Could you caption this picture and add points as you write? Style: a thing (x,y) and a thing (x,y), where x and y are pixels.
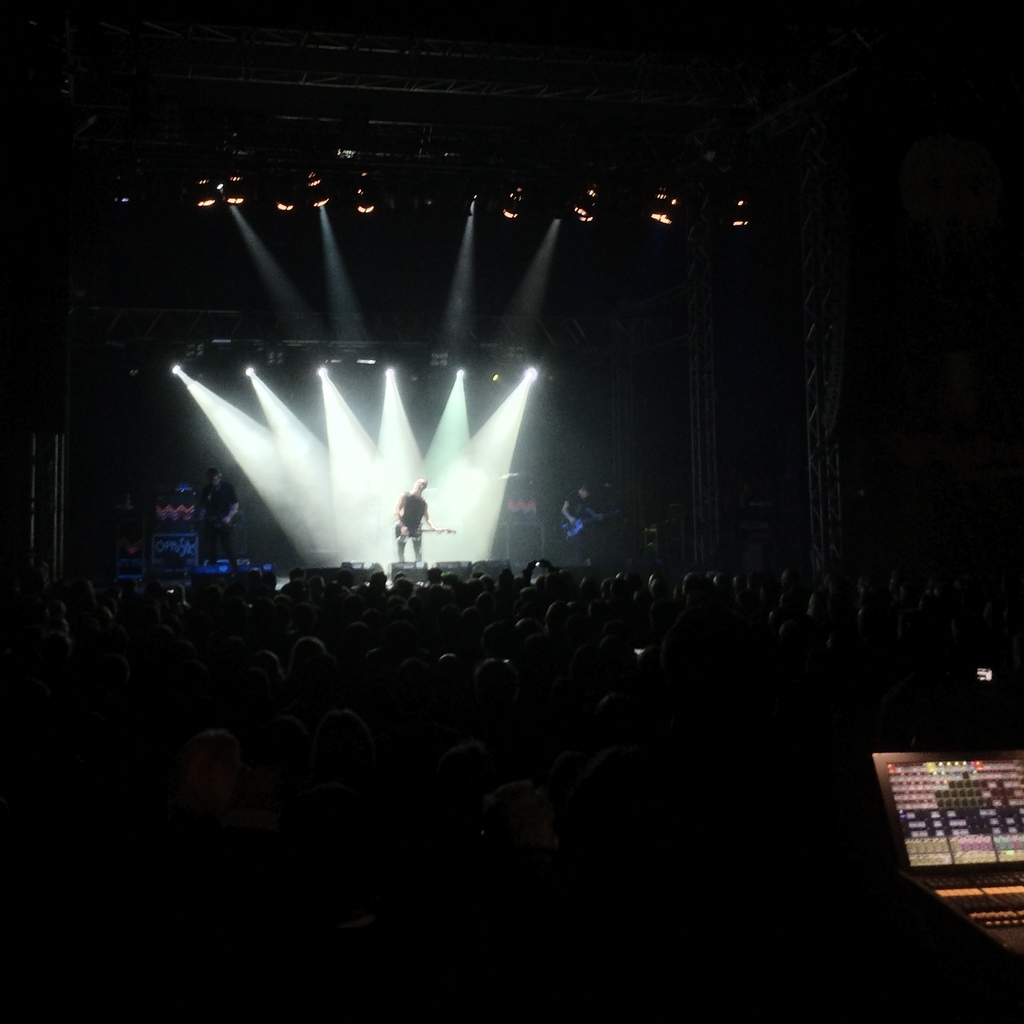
In the picture there is a stage (478,353), on the stage (411,416) there is a person (426,500) playing guitar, there are many lights (391,482), there are many people (60,784) present in front of the stage (489,539) and watching the show, there is a laptop (1018,799).
